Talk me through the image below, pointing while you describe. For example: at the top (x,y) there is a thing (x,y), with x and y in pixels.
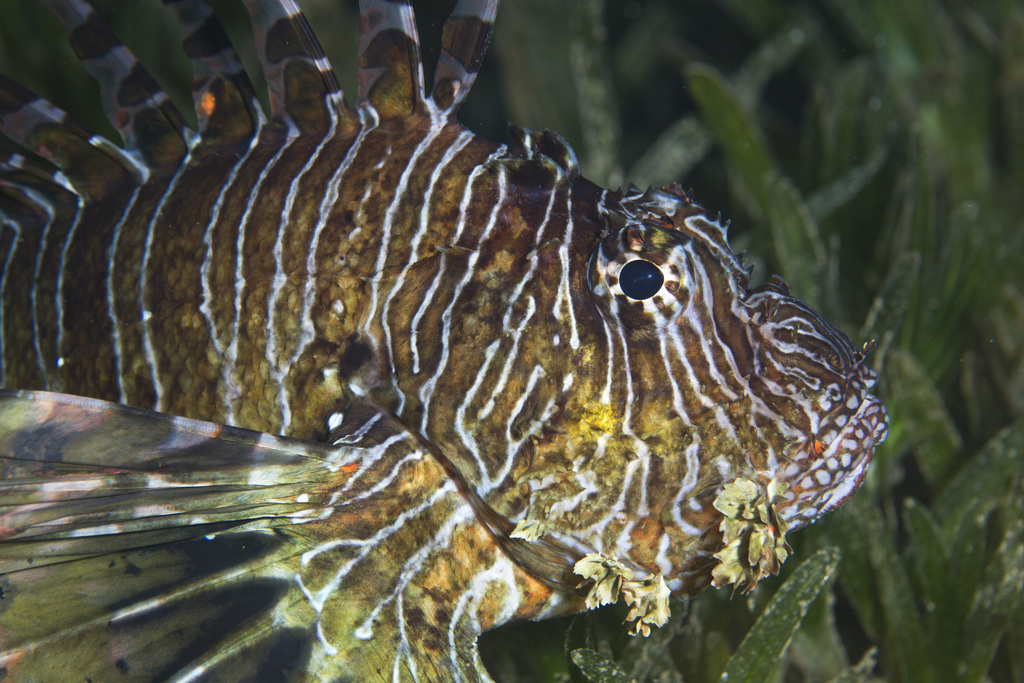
This is a water body (552,29) and here we can see a fish (516,299) and there are leaves (768,167).
